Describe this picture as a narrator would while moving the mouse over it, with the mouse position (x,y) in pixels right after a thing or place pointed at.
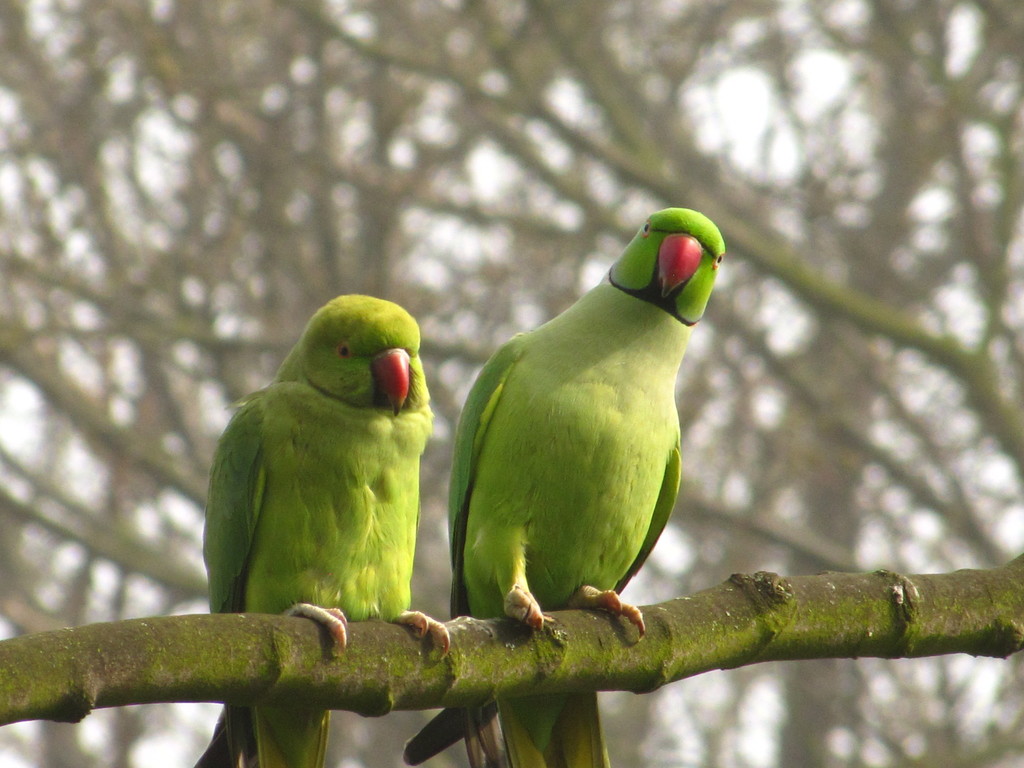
There are two parrots (506,436) on a branch (187,696). In the background (413,215) we can see a bare tree (290,147) and sky (178,130).
